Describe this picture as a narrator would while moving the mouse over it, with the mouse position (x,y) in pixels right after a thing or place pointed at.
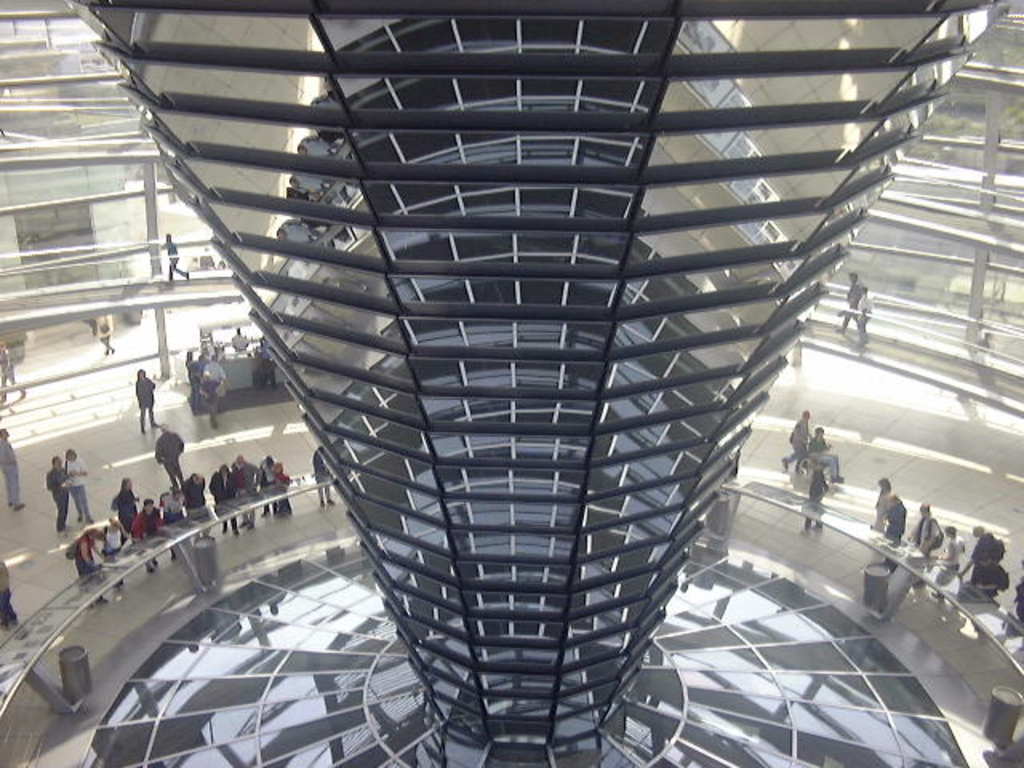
This picture describes about group of people (139,398), few people (254,485) are standing and few people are walking, in the middle of the image (421,323) we can see a tower (646,279).
